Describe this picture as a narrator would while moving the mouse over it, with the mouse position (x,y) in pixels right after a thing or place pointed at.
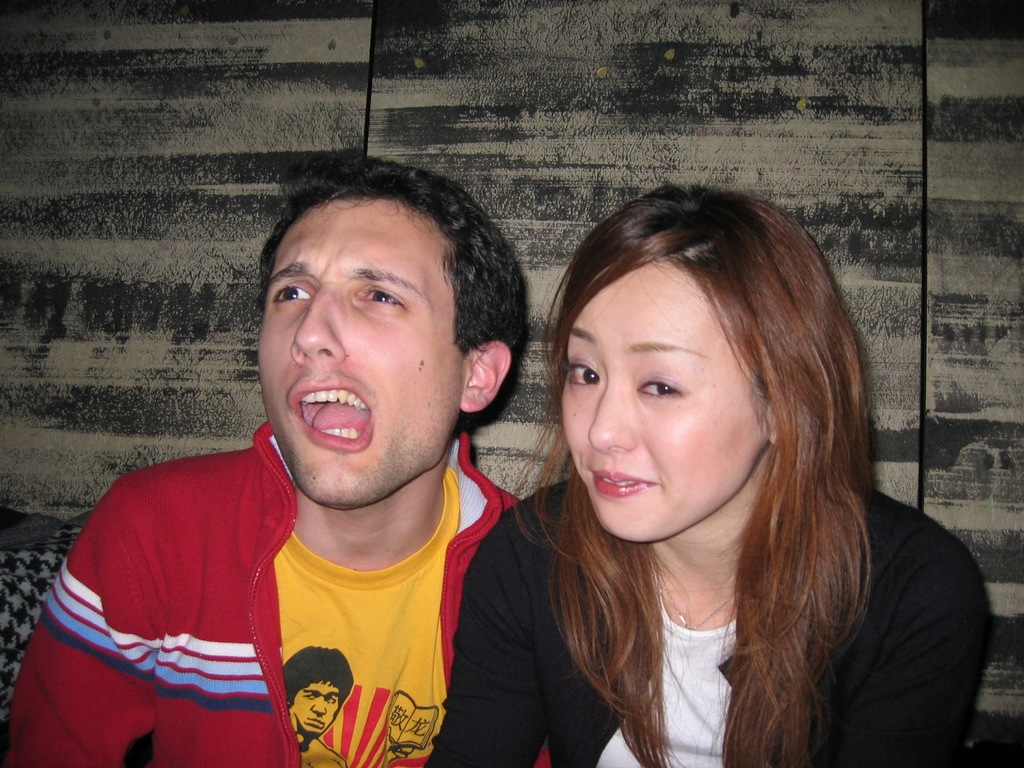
In this image, I can see the man (446,673) and woman (596,712) sitting. This looks like a wooden board (677,115). I think this is a cloth (22,576).
